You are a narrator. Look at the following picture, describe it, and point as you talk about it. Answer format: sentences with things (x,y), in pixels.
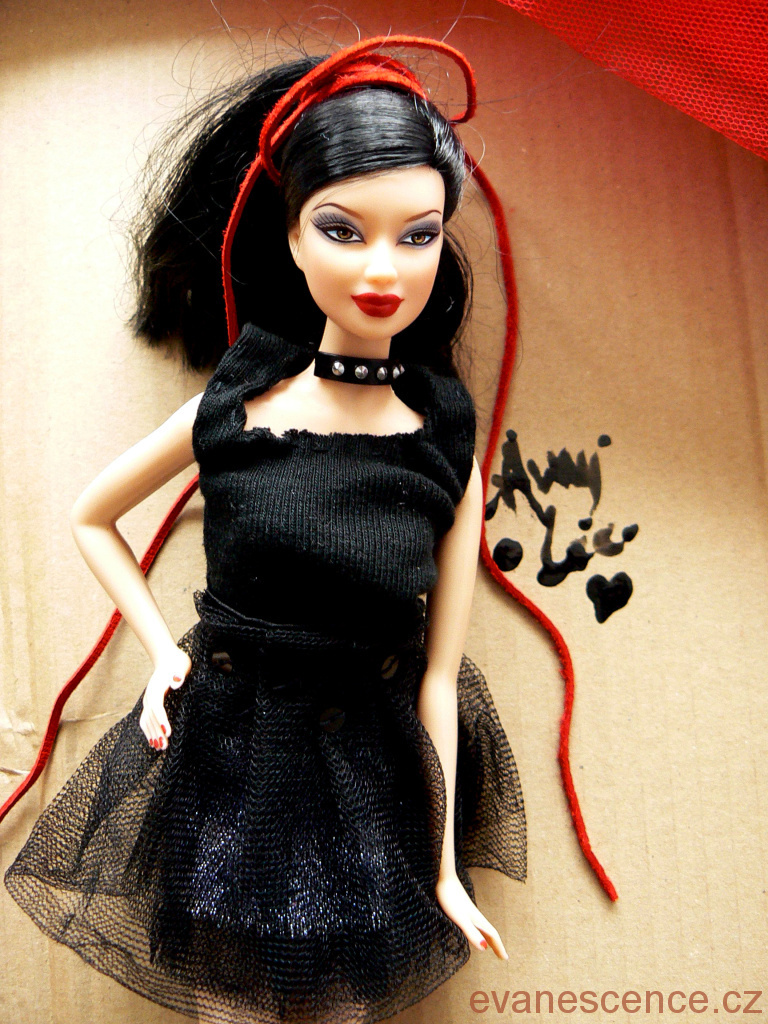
In this image in the center (351,576) there is one doll (385,495) and in the background (91,255) there is some box (584,430), at the bottom of the image (673,1010) there is some text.
